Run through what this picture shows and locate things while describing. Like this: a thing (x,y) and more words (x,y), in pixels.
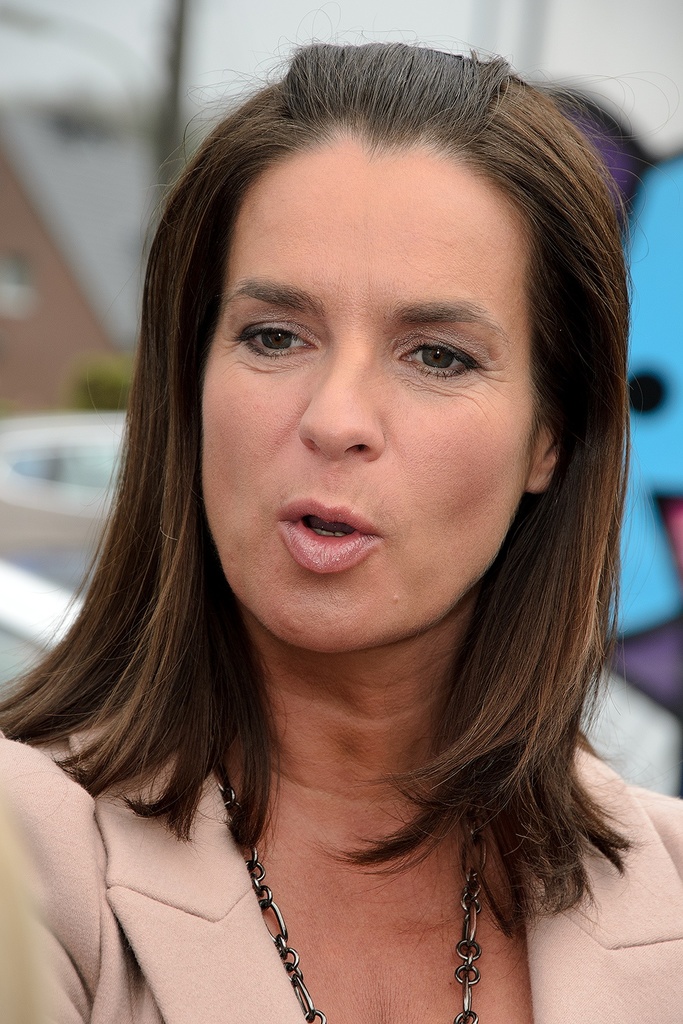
In this image I can see a woman (432,670). The woman (358,848) is wearing a necklace (307,1010). The background of the image (62,242) is blurred.
